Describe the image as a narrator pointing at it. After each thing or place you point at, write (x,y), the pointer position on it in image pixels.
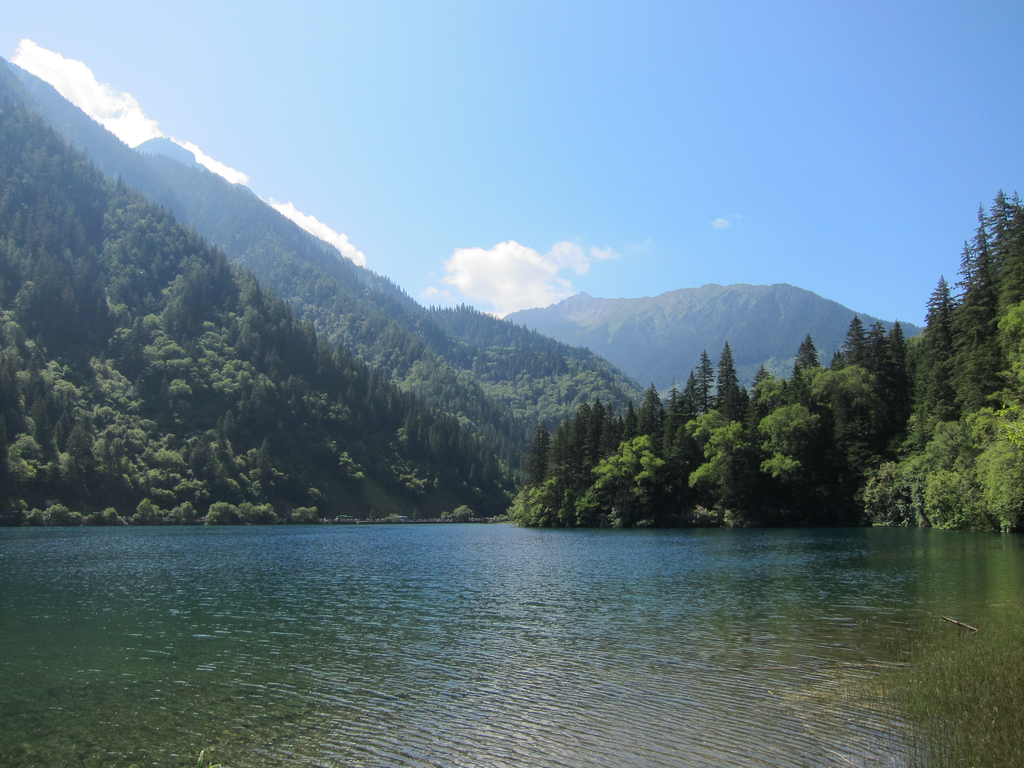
At the bottom (404,695) we can see water (336,715). In the background (314,367) there are trees (17,283), mountains (699,313) and clouds (123,137) in the sky (418,122).
